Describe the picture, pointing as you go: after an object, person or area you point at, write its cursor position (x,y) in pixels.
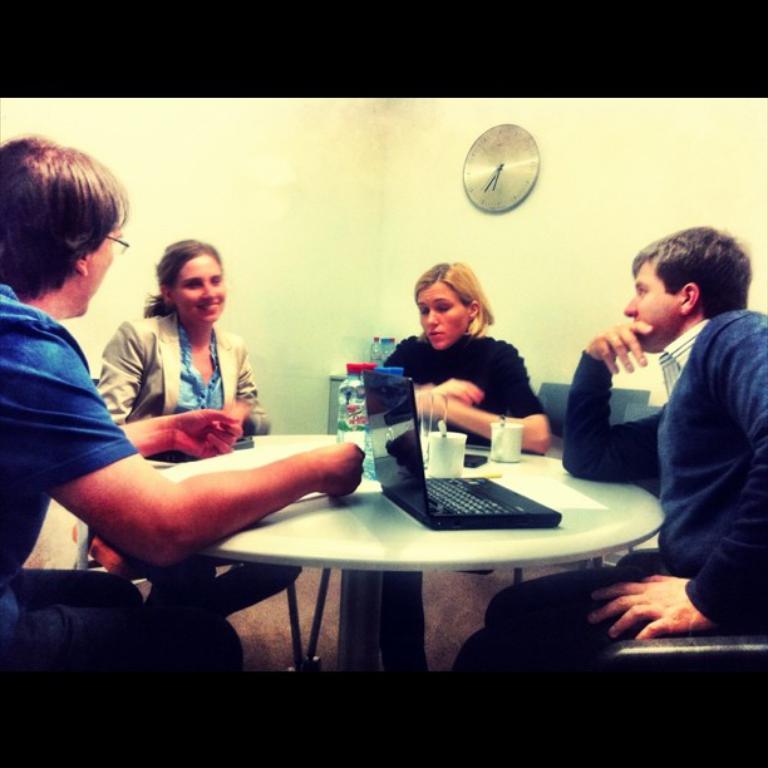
This 4 persons (54,416) are sitting on a chair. In-front of them there is a table (624,518), on a table (300,510) there is a laptop (435,488) and cup (499,451). On wall (587,198) there is a clock (513,181).
